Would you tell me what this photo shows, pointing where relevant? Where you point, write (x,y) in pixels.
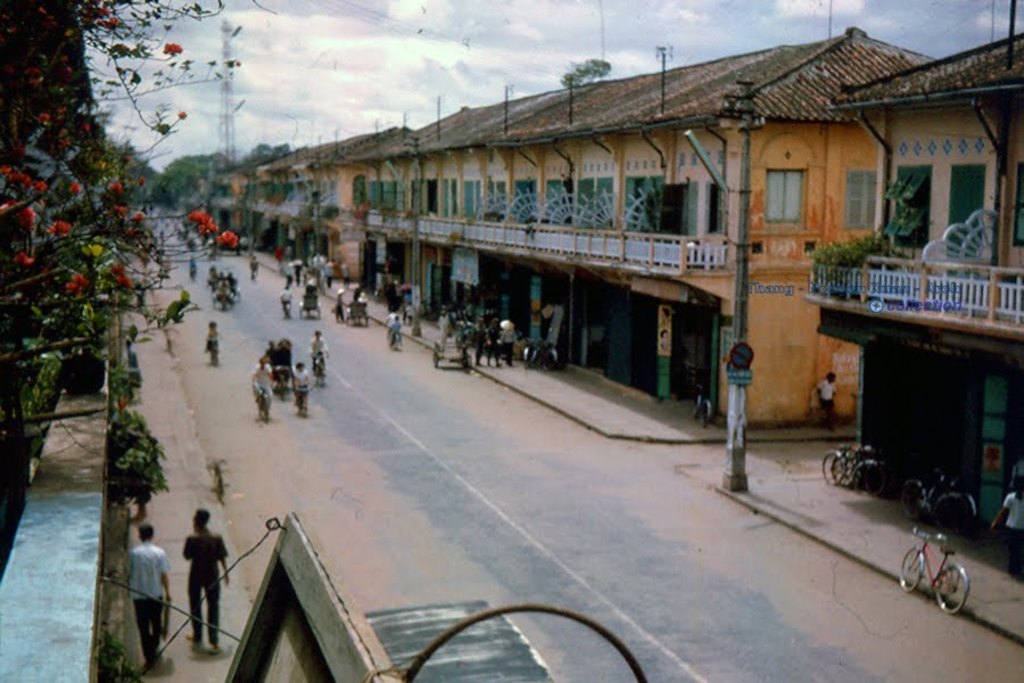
In this image I can see a road (352,329), on the road (234,478) I can see few persons (188,556) walking and few persons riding on vehicles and a pole (744,131) visible in the middle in front of the building (799,197) visible on the right side (854,158), on the left side (9,264) there is wall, trees (88,195), flowers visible and there are few bicycles (954,494) visible in front of building (988,396) on the right side (898,477).
